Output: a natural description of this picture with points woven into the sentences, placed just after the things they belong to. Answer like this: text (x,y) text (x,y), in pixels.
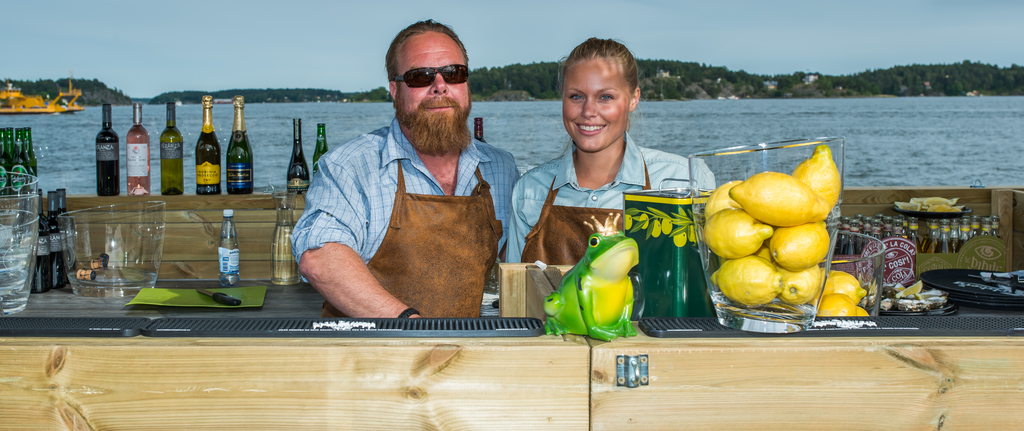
In the middle (479,217) a man (420,295) is standing and smiling, he wore a shirt (461,190) beside him there is a girl (598,199) and in the left side (114,194) these are the wine bottles (235,155). In the middle (592,243) it's a toy (587,332) which is in the shape of a frog (577,322).
